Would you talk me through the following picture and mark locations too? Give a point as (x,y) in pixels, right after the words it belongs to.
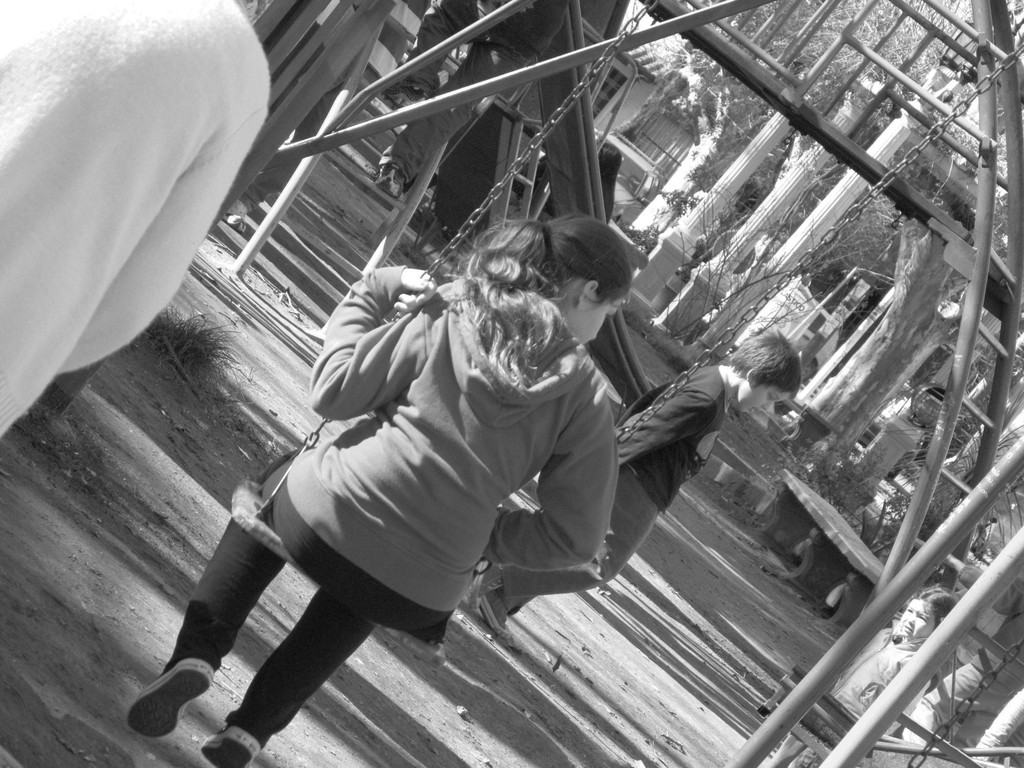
In the image in the center (411,411) we can see one girl (428,402) on swing (480,562). On the left top (41,106) we can see one person (57,104) standing. In the background (776,190) we can see trees (814,260), staircase (1009,366), sign boards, pillars (692,231), play area (345,138), plants (865,497), grass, bench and few peoples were standing.
